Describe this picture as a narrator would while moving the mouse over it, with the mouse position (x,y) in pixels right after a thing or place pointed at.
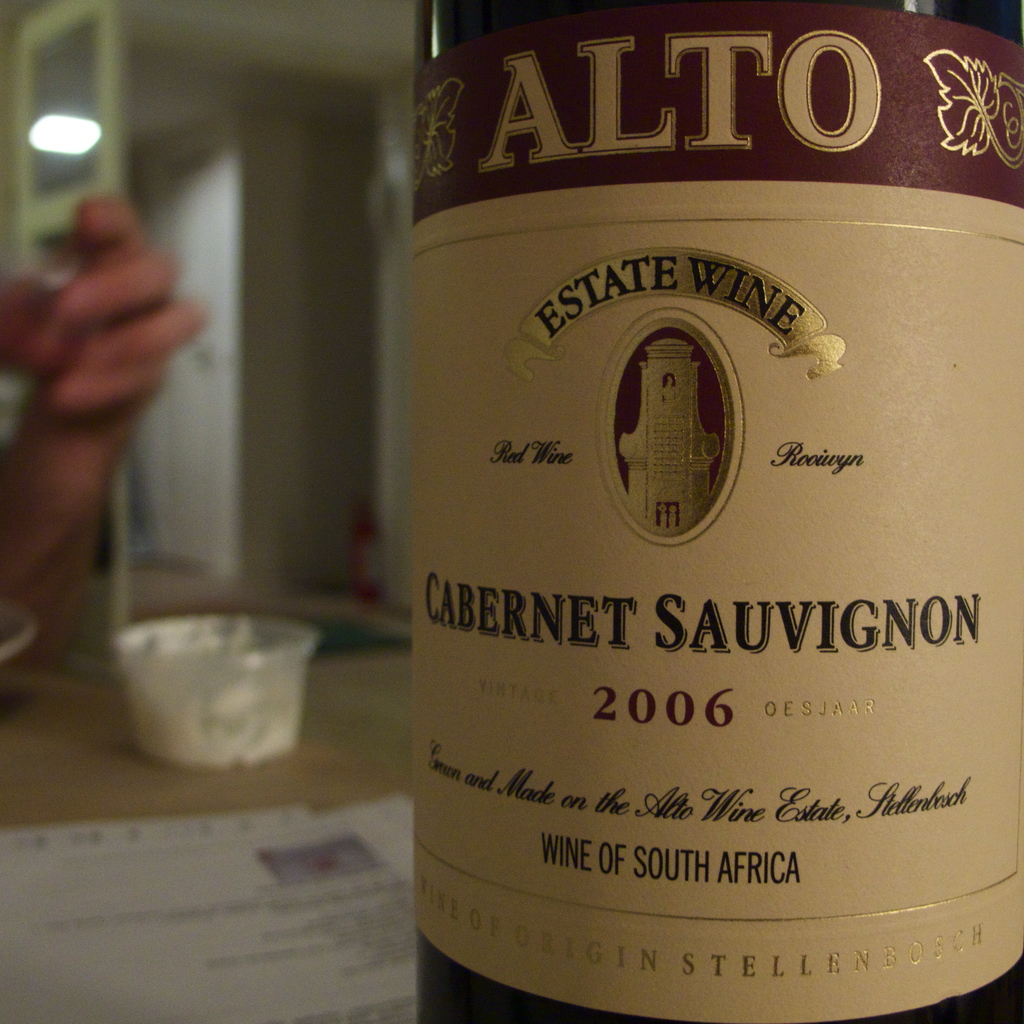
In this image I can see the bottle (504,866), cup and the paper (157,876) on the cream color surface (29,820) and I can also see the person's hand (141,242) and I can see the blurred background (278,322).
